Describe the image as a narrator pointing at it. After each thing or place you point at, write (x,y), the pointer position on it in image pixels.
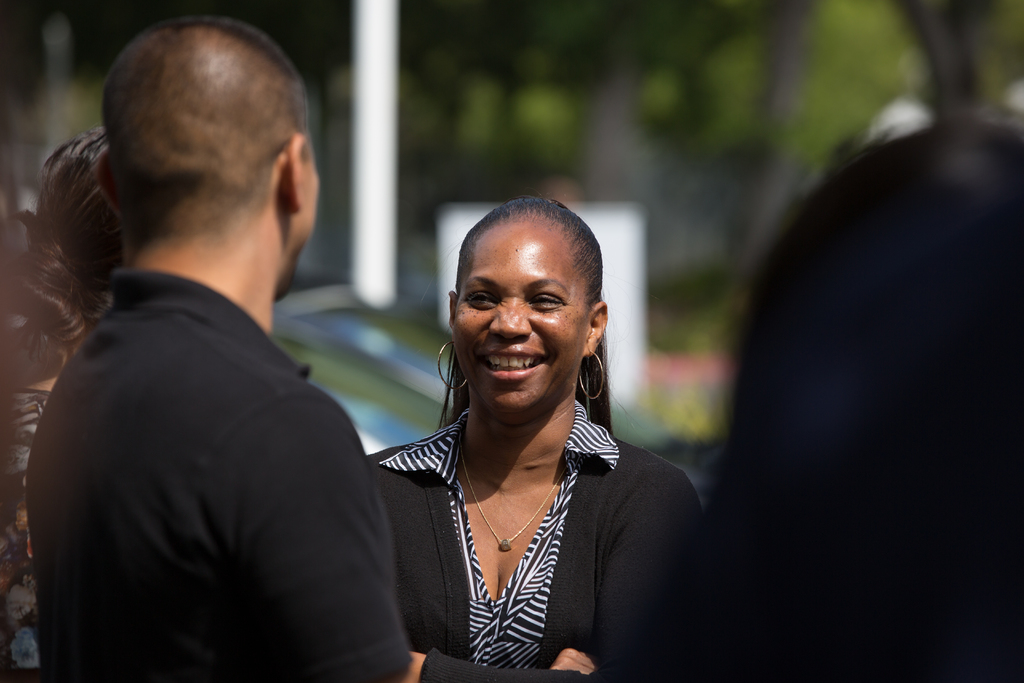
In this image I can see few people (538,391) standing. These people (297,540) are wearing the white and black color dresses (617,532). I can see one person (486,411) is smiling. In the back (476,176) there are trees (539,171) and it is blurry.
